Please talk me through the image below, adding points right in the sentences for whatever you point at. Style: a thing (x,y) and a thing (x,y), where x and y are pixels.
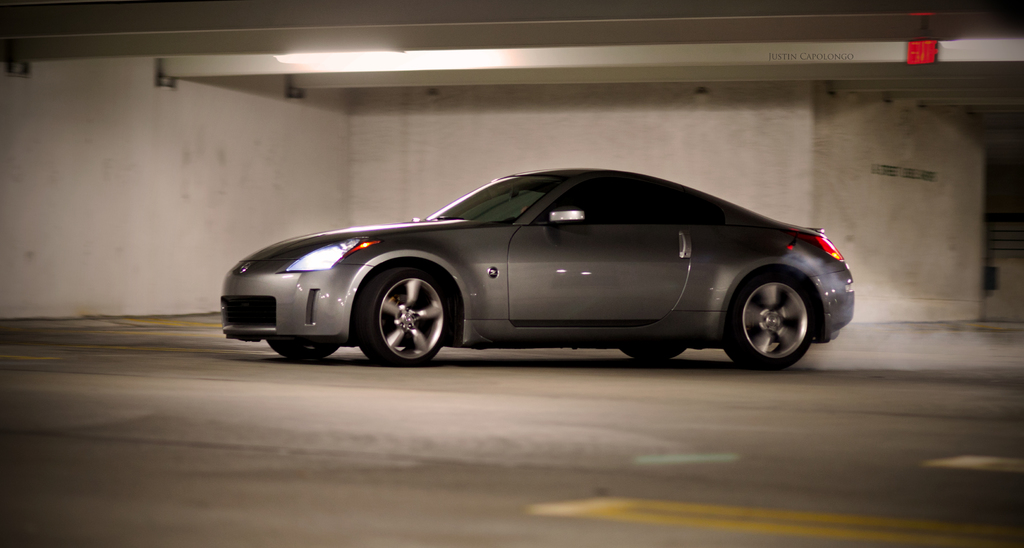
In the center of the image (535,291), we can see a car (495,209) on the road (560,452) and in the background (517,100), there is a wall (588,94), a light (392,56) and we can see a board (918,59).
